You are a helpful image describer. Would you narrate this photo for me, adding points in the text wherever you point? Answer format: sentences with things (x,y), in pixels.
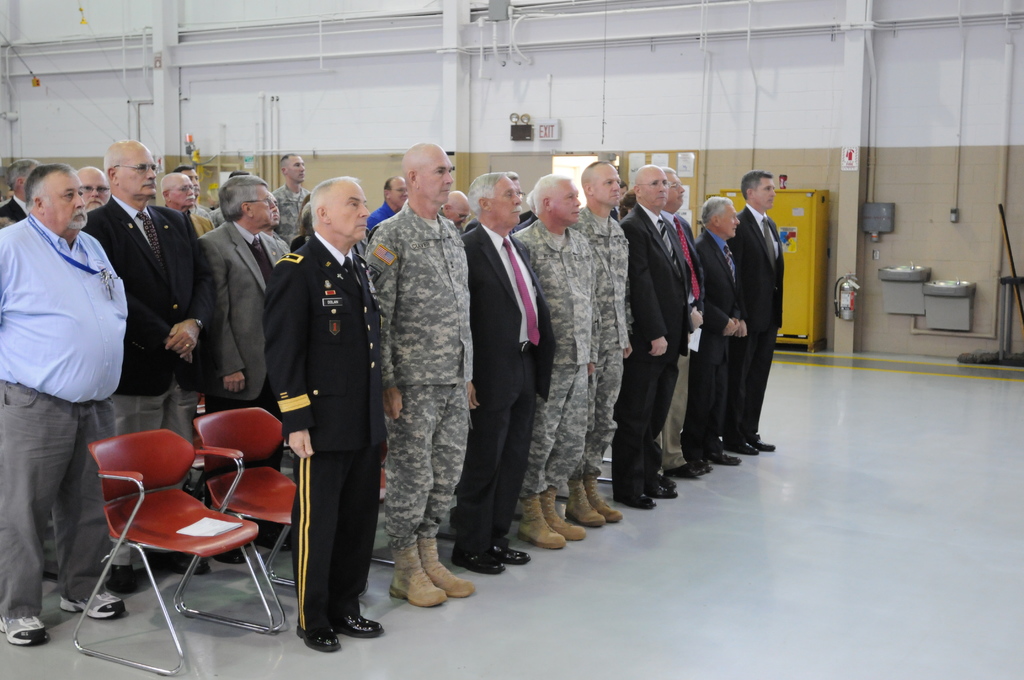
In the picture we can see a group of men (500,342) standing near the chairs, some people (423,336) are wearing a uniforms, and some people (527,342) are wearing a blazers (204,317), with tie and shirts (35,356) on the floor (106,679), in the background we can find a wall (884,132) with pillars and yellow box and some pipes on the wall (20,127), and the persons (410,340) who are standing are wearing a black shoes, brown shoes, and tag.
